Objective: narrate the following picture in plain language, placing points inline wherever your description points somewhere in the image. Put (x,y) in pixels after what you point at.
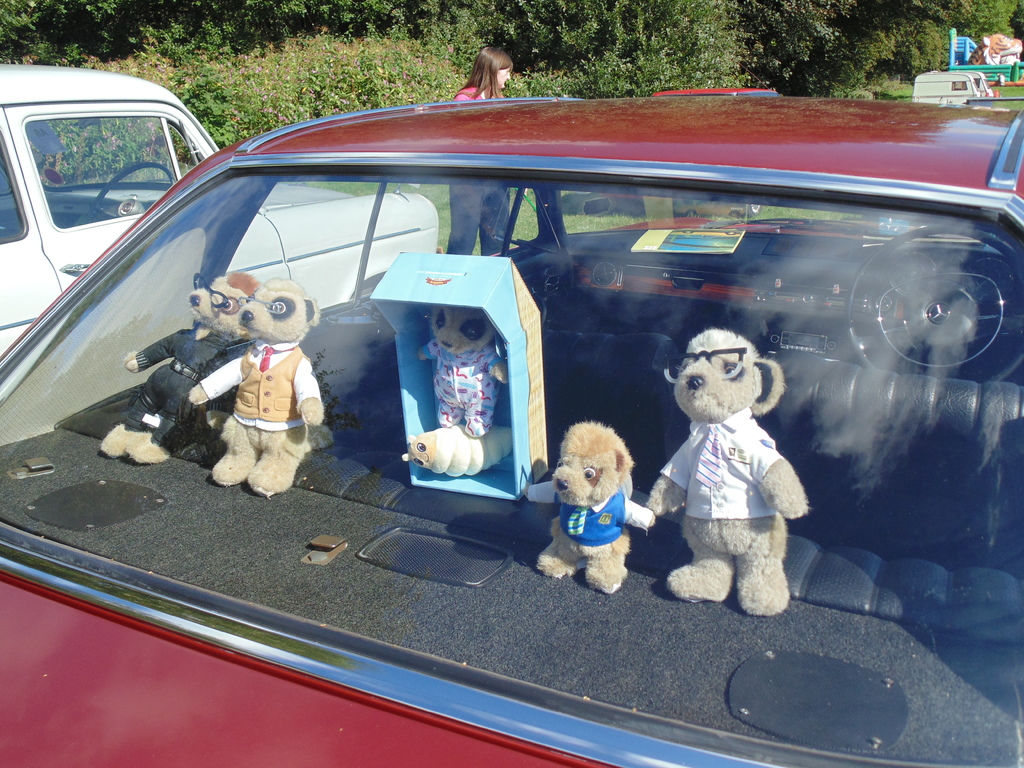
In this image we can see a car (460,651). Inside the car (644,385), we can see steering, book (687,241), seats (632,333) and toys (709,437). Behind the car (466,169), we can see one white color car (128,207) and a woman (474,219). At the top of the image (919,15), there are trees (805,43). We can see some objects (964,67) in the right top of the image (975,54).
